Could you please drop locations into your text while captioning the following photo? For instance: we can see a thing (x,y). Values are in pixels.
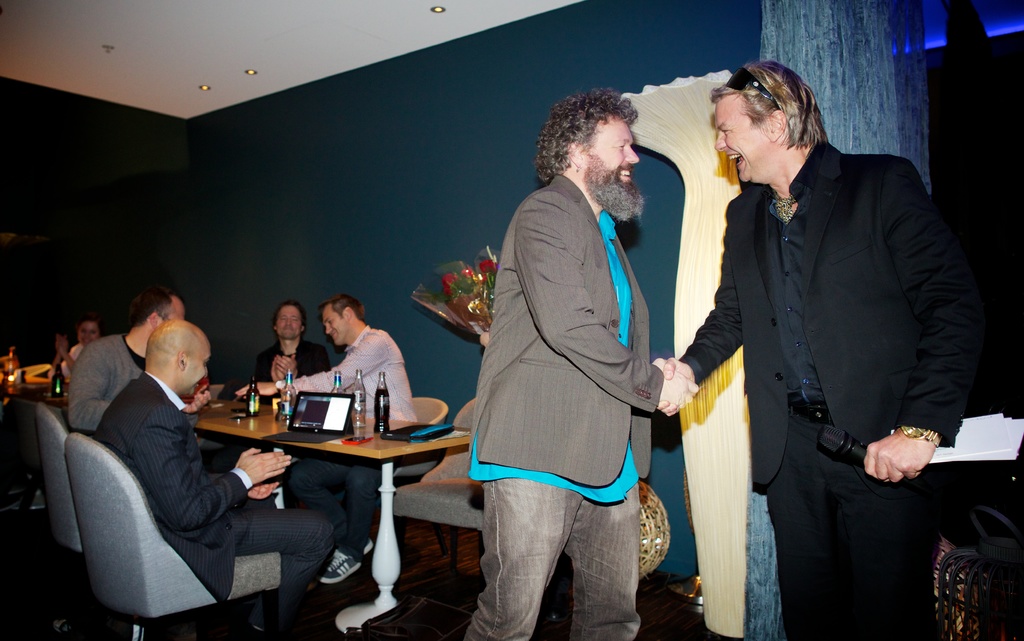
Here we can see two persons (594,250) are standing and smiling, and here a group of persons (206,360) are sitting on the chair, and here is the table (344,440) and laptop (324,426) and wine bottles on it, and here is the wall (348,180).
